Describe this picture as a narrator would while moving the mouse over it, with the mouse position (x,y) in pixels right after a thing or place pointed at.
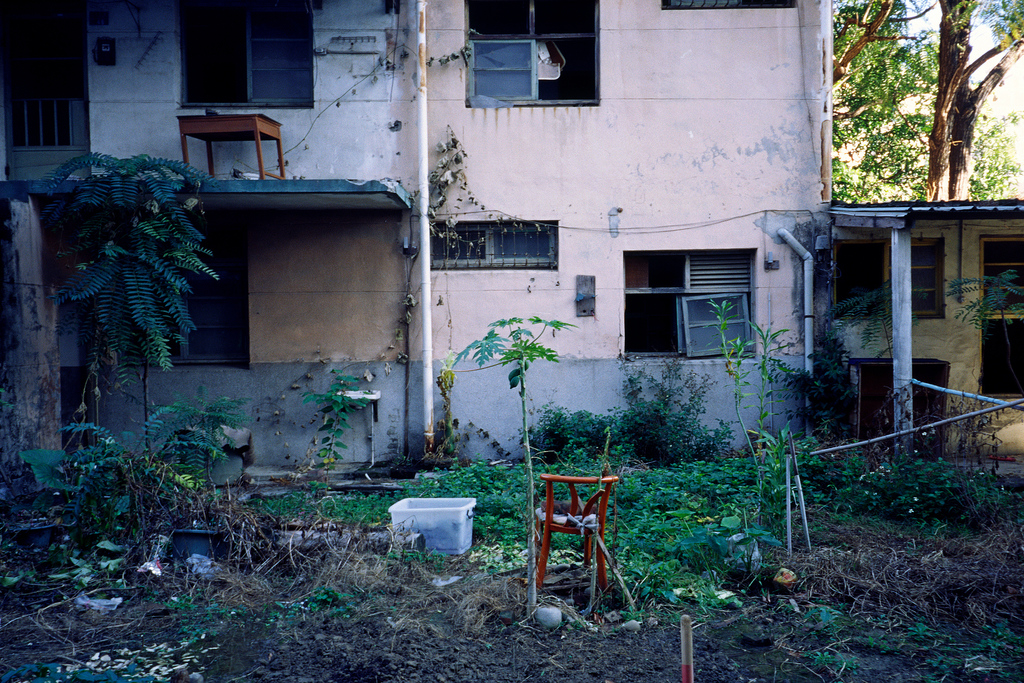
This image is taken outdoors. At the bottom of the image (525,668) there is a ground (407,662) with grass (190,633) on it. In the middle of the image (441,243) there is a building (491,149) and there is a house (919,267) with walls (606,272), windows (848,277), doors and roofs (337,190). There is a pipeline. There are a few plants (251,519) on the ground (618,559). There is an empty chair (545,536) and a box (439,549) on the ground (556,582) and there are a few trees (103,290) with leaves (896,93), stems (944,39) and branches (967,72). There is a table (240,133) on the wall (274,141).
